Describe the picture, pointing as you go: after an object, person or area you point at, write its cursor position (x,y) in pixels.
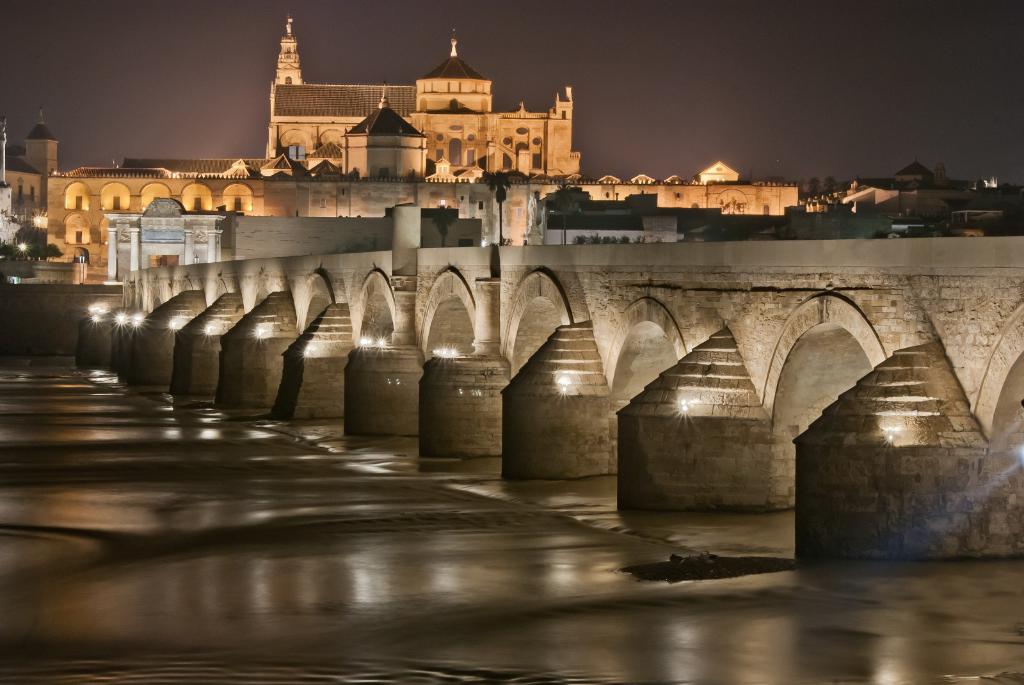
This image consists of a bridge (558,435) along with lights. At the bottom (491,499), there is water (524,613). In the background (107,214), there is a building (464,131). At the top (109,95), there is a sky (65,92).
